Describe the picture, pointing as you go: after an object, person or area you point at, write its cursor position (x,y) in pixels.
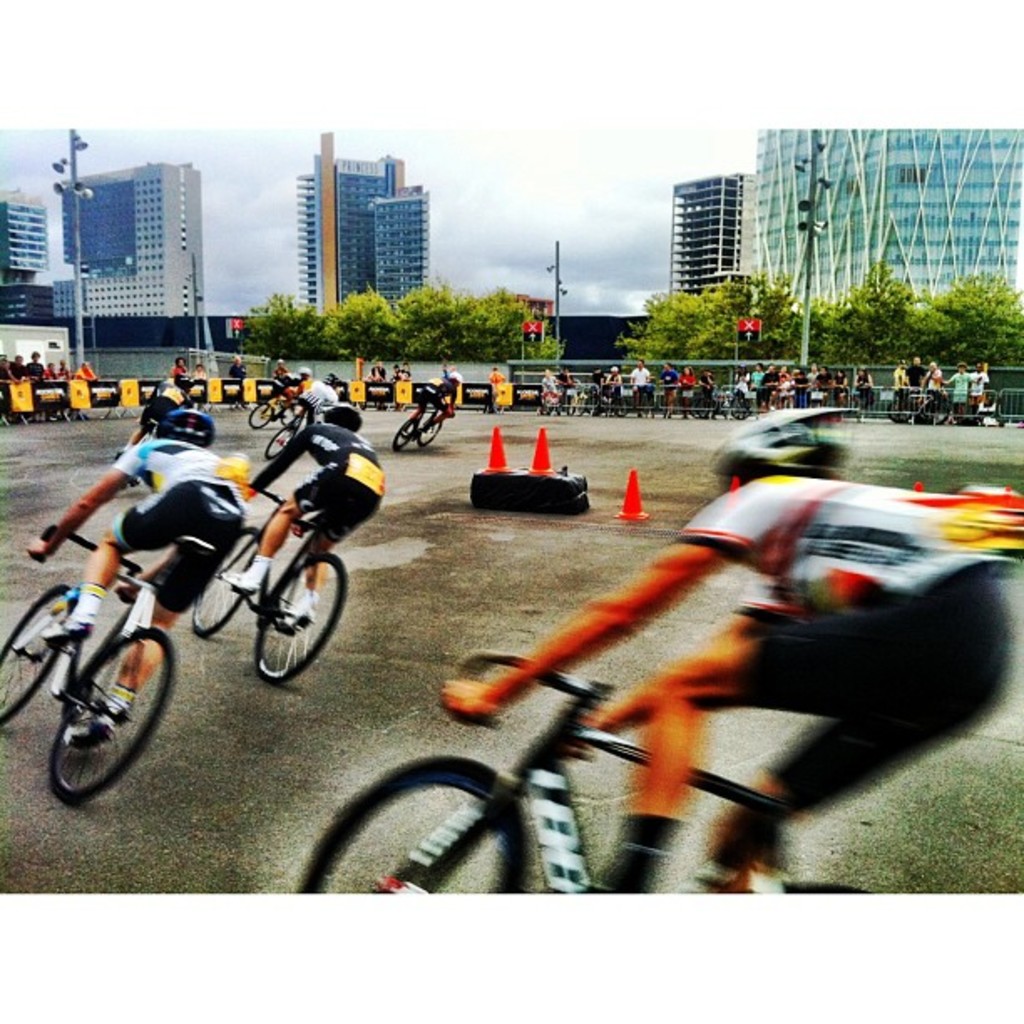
In this picture in the front (202,509) there are persons (195,490) riding bicycle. In the background (882,321) there are trees (868,321), building (124,268), poles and there are persons (693,374) and the sky (498,217) is cloudy. In the center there are objects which are red and black in colour.
